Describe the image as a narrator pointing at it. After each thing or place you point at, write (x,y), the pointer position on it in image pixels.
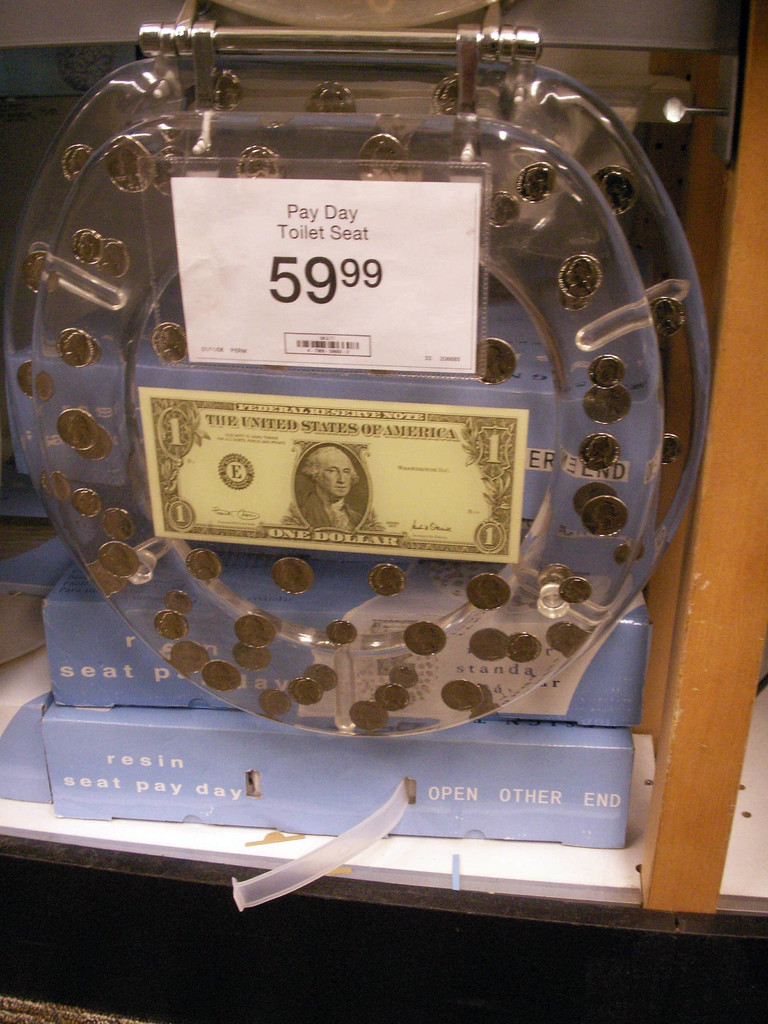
This image is taken indoors. At the bottom of the image (377,919) there is a table (481,878) with a few cardboard boxes (105,749) and a device (388,167) on it. There is a currency note (298,449) on the device (441,574) and there is a poster (317,269) with a text (355,236) on it.
